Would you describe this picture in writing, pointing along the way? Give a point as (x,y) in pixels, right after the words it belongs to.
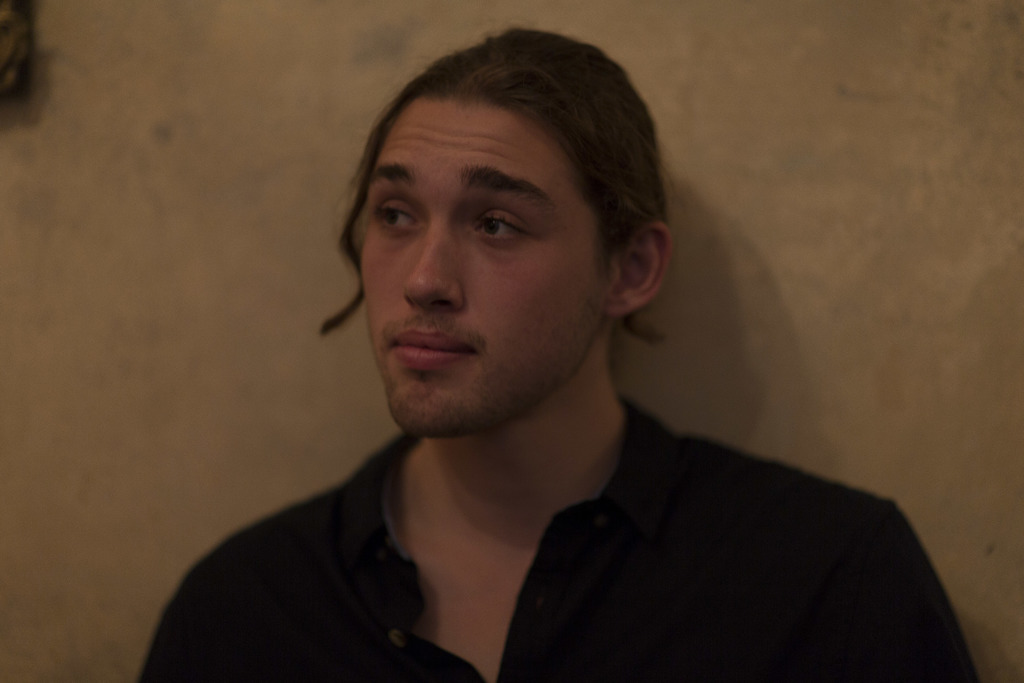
In this picture we can see a person (682,511) wearing a shirt (744,589). The hair (569,134) colour of the person (599,111) is golden brown in colour. On the background (170,205) we can see a wall (292,159).
